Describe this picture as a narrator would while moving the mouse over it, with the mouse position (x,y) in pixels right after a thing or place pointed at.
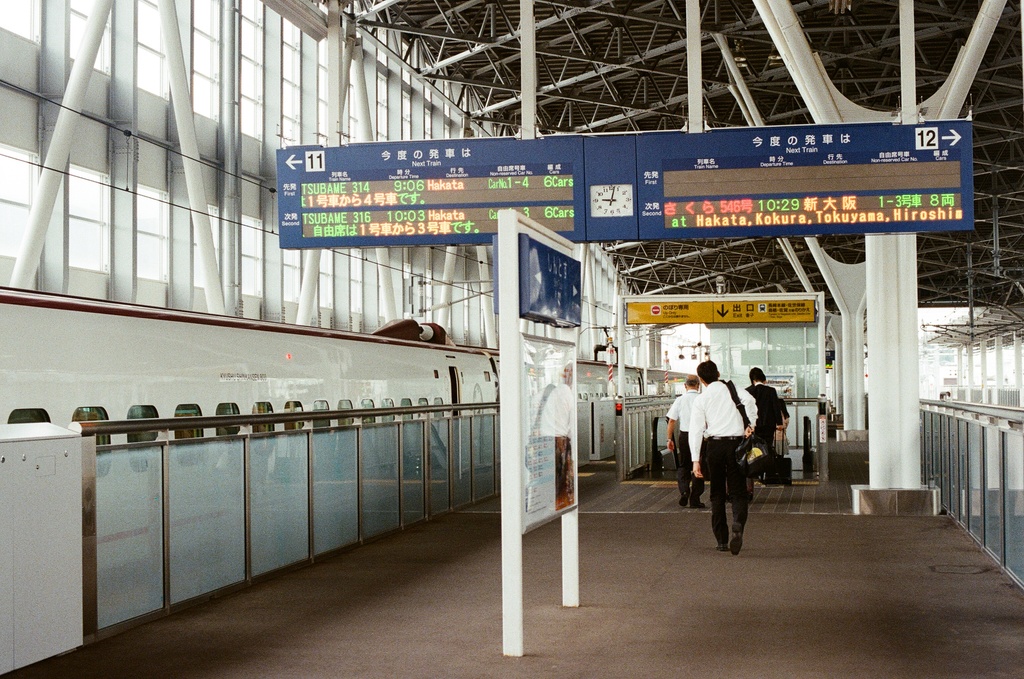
In this image I can see the group of people (711,429) with white and black color dresses (720,469) and few people (750,421) holding the bags (748,437). To the left (319,220) I can see the boards (539,302) and the electronic boards (487,214) can be seen. In the back (651,251) I can see the yellow color boards (663,303) and the roof (573,94). To the side there is a railing (990,516).
